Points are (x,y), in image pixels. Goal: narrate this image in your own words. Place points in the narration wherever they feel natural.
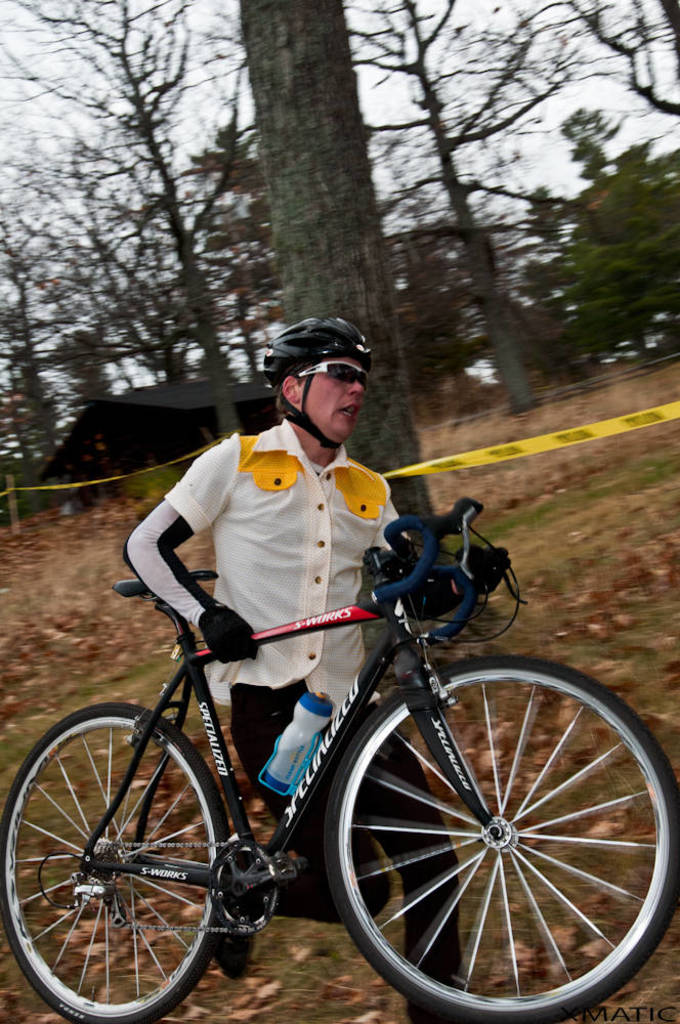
There is a person (332,440) in white color shirt (324,494) holding a bicycle (393,627) with both hands (490,586) and running on the ground (308,1005) near a tree (301,60) and grass (608,627) on the ground (624,627) on which, there are dry leaves (626,617). There is a yellow color thread (618,430). In the background (73,473), there is a shelter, there are trees (295,120) and there is white sky (83,53).
